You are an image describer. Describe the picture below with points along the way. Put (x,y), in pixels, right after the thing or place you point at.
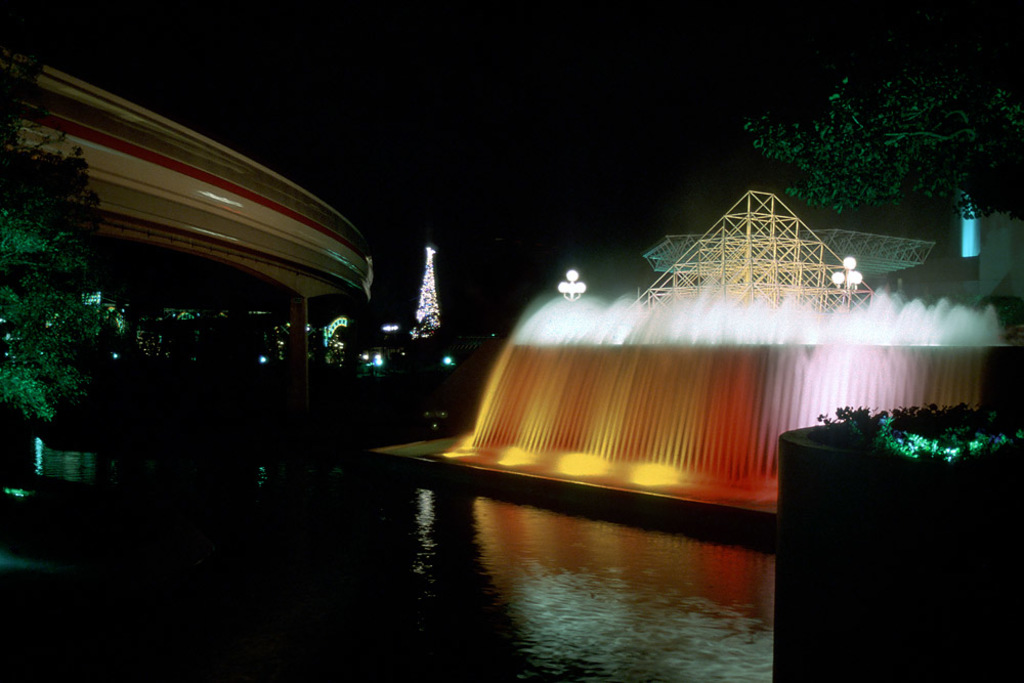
In the picture I can see the decorative lighting waterfall (733,296) on the right side (721,493). I can see the metal scaffolding structures (756,207). There is a tree (57,281) on the left side (57,388) and the right side (1007,167). I can see the water (88,472) at the bottom of the picture (420,537). It is looking like a building (222,232) on the top left side of the picture (187,190).
